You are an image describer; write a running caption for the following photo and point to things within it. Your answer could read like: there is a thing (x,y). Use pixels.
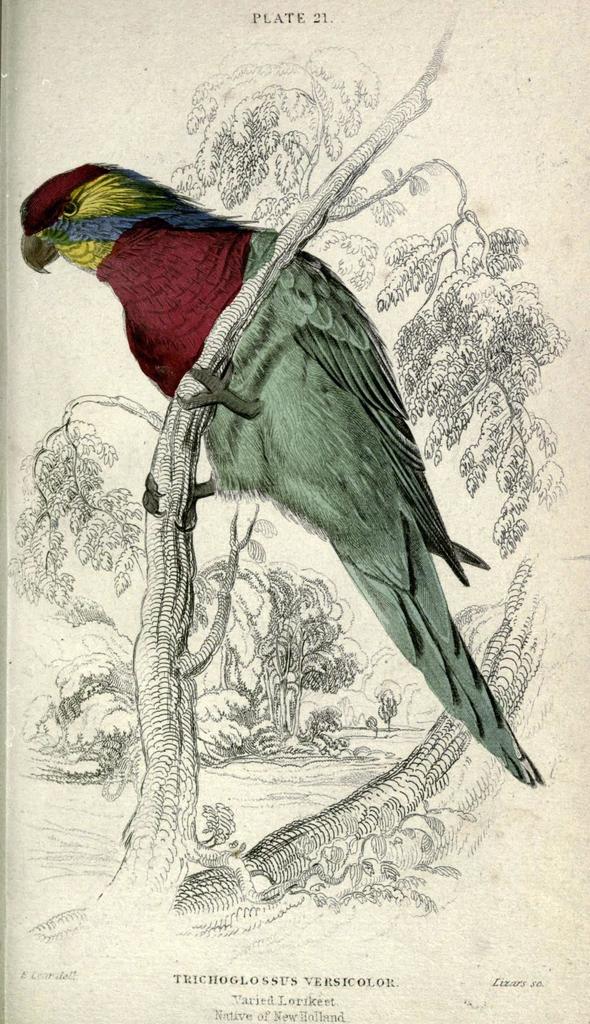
In this image I can see the bird (284,432) on the branch (259,296) and the bird (171,268) is in maroon, green and yellow color and the background (431,199) is in white and black color.
